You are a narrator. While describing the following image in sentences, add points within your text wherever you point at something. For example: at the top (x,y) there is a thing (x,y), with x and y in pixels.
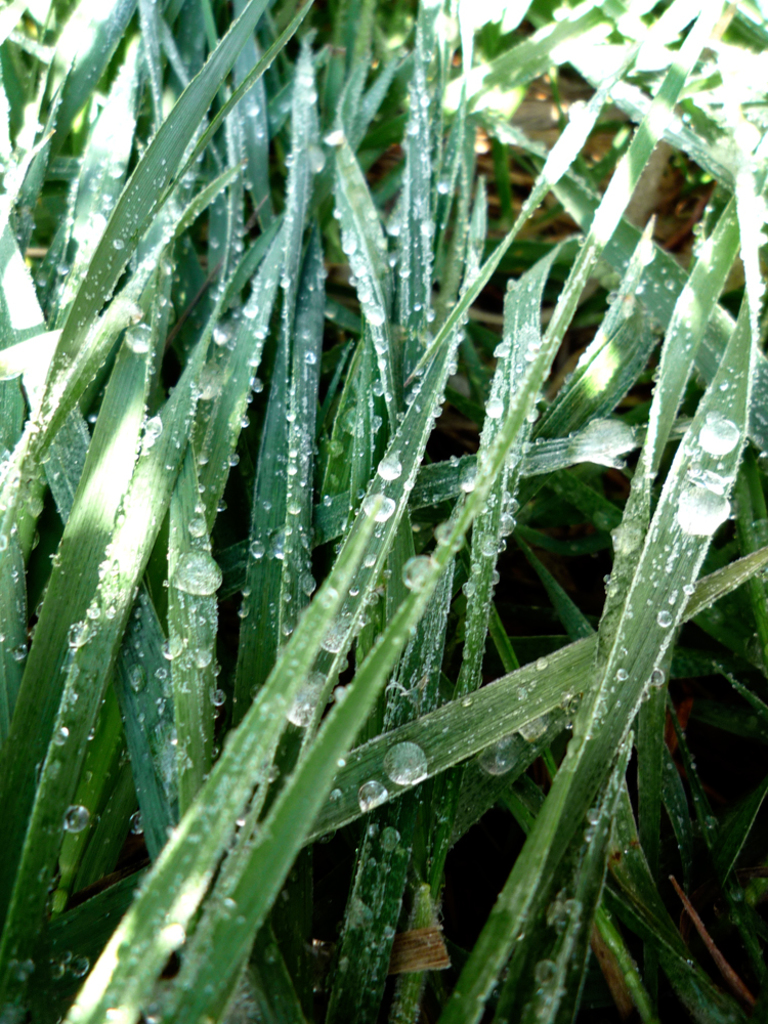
In this image in the foreground (684,429) there are some plants (447,623), and some water droplets (529,724) are there on the plants (253,682).
